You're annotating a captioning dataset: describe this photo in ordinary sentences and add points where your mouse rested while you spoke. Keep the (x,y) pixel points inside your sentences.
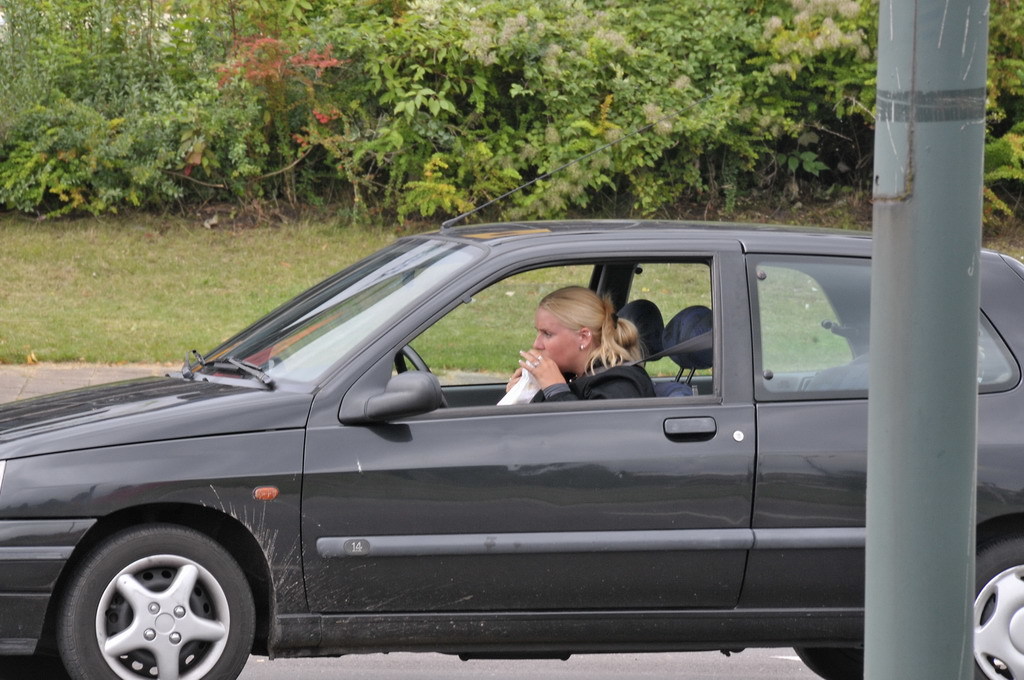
in this image the woman (626,358) is sitting in the car (451,395) the other side the plant (197,207) is there in the grassy land (185,289) and she is holding some cloth (528,385) and the background (651,105) is very greenery (91,355).
